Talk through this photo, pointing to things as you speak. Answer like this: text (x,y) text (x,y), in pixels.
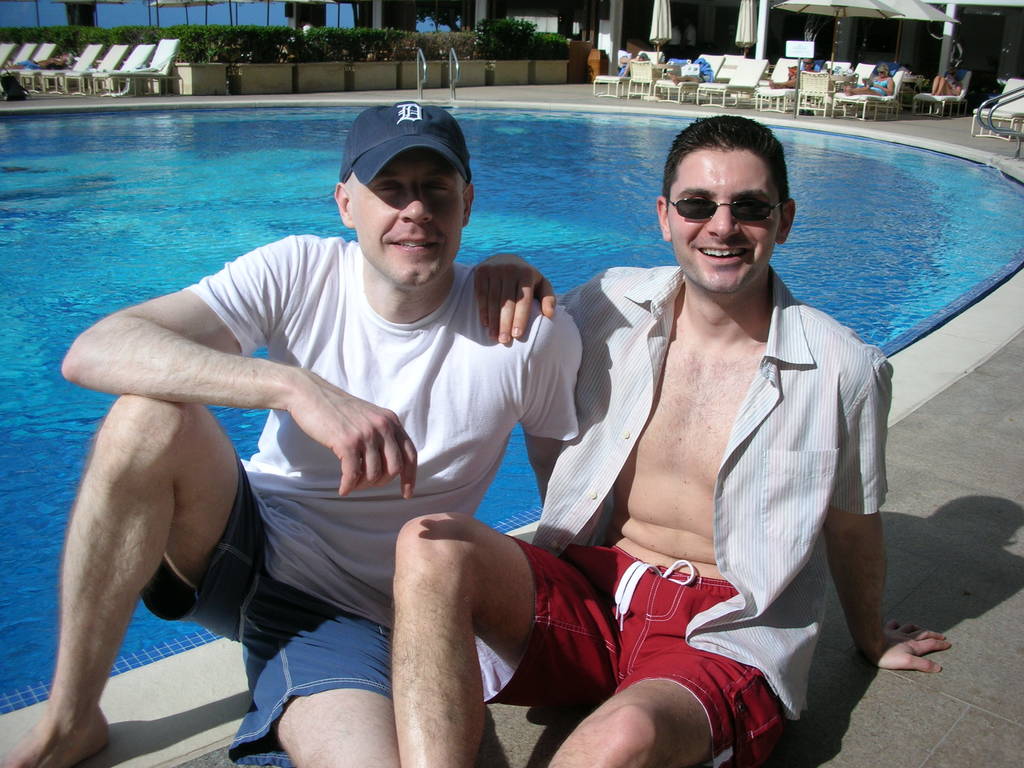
In this picture we can see few umbrellas (876,8). On the background of the picture (864,83) we can see few chairs (735,83) with persons (867,90) resting on it. Here we can see few plants (273,47) with pots (328,78) These are the chairs (133,76). On the right side of the picture (735,483) we can see a man (741,466), beside him there is another man (414,481). They both are sitting and giving a pose. This person (707,266) is wearing spectacles (747,212). This person (426,136) is wearing a cap (414,141). This is the shadow (959,554) of the person (687,426).
